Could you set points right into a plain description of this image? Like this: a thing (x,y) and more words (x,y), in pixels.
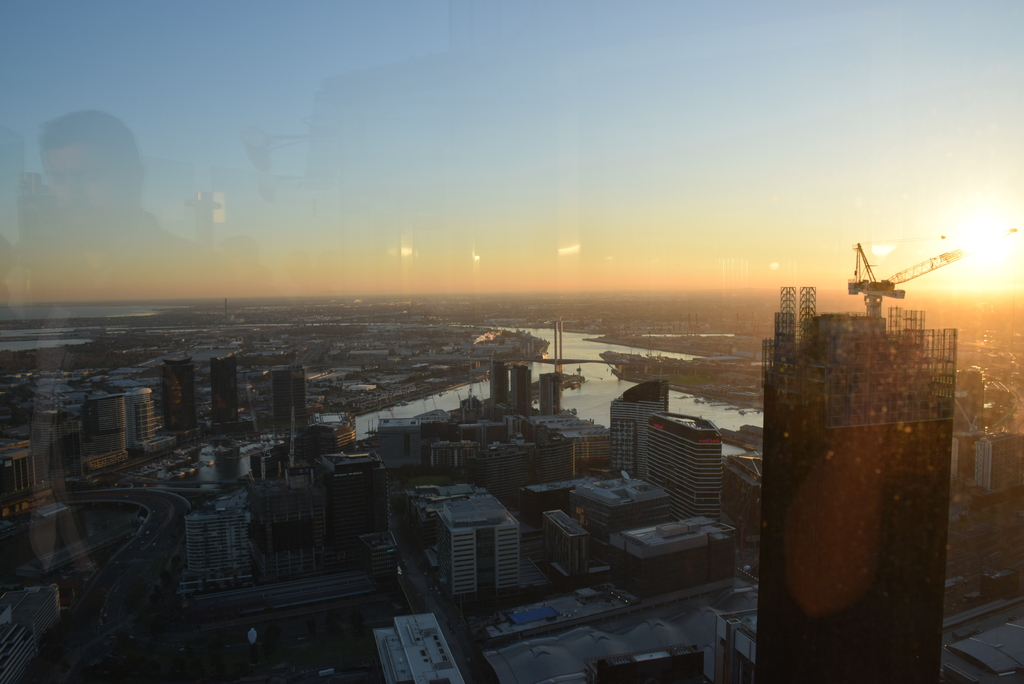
In this image we can see the aerial view of the city (340,434). There are so many buildings (288,494) at the bottom (263,504) and there is a road (163,503) beside it. On the right side (837,465) there is a building (847,519) under construction. At the top (522,135) there is sky (500,141). In the background (615,394) there is a river (578,339) in the middle of the city (558,352) and there is a bridge (556,339) on it. In the background (439,301) there are buildings (363,356) and, trees (367,375) in between them.
